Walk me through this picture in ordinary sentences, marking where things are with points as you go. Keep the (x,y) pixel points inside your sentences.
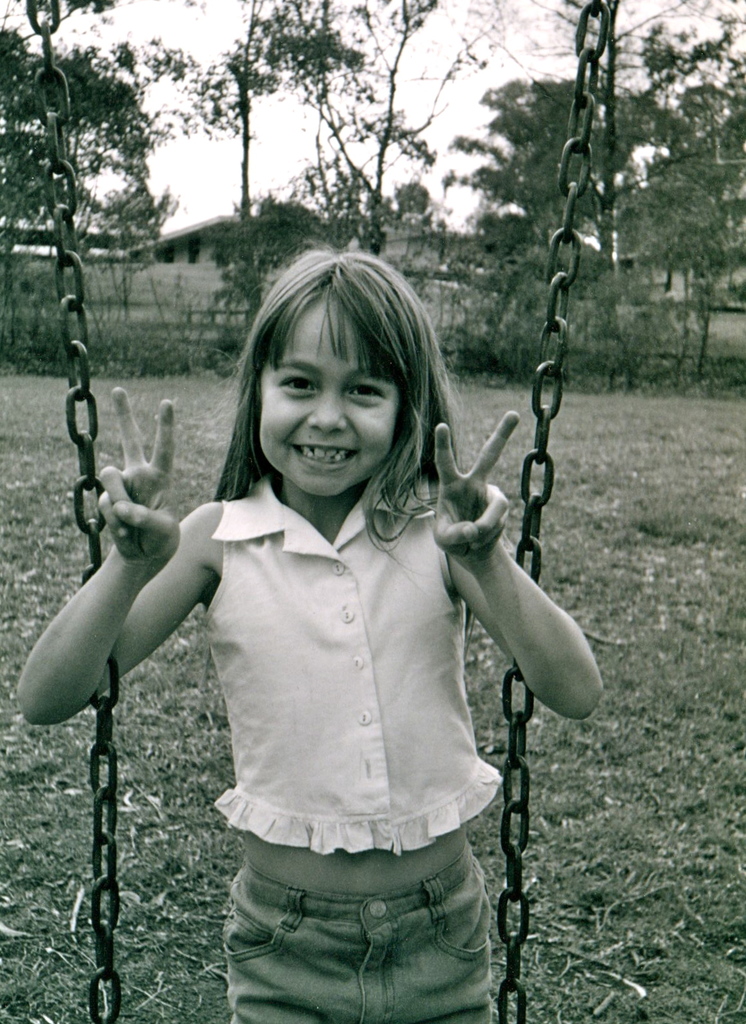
In this picture we can see a girl (385,535), she is smiling, beside to her we can find chains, in the background (276,253) we can see few houses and trees (700,147).
